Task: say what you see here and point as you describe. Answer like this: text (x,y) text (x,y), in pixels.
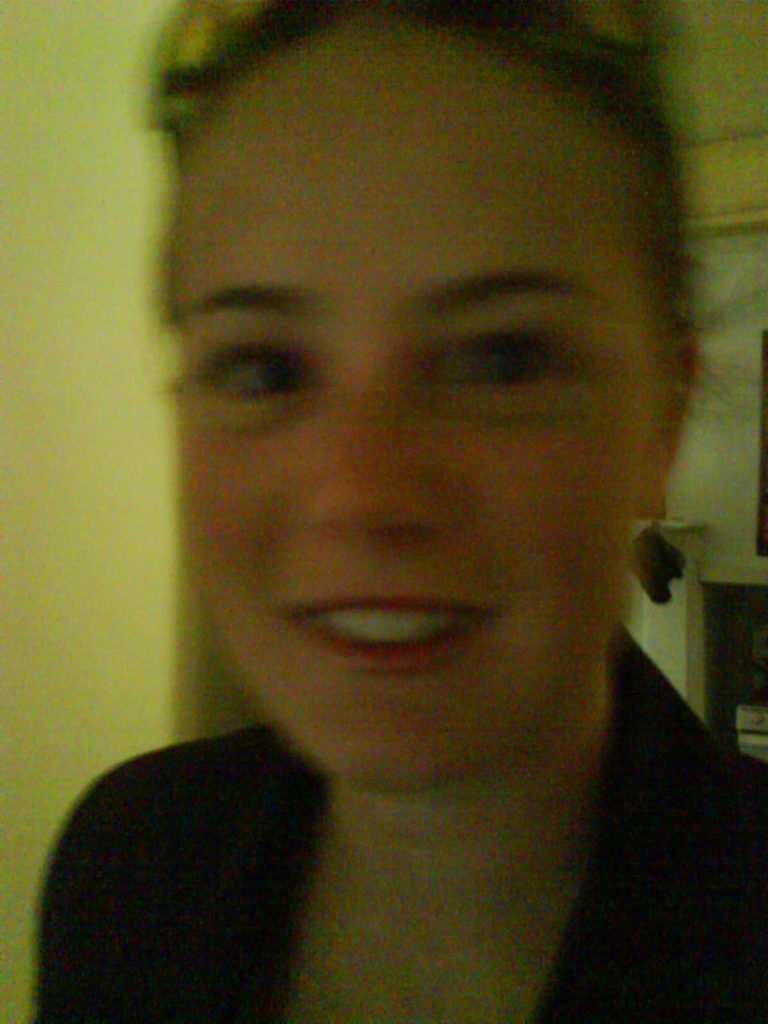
In this image there is a lady (407,714). In the background (97,632) there is a wall (75,510).
